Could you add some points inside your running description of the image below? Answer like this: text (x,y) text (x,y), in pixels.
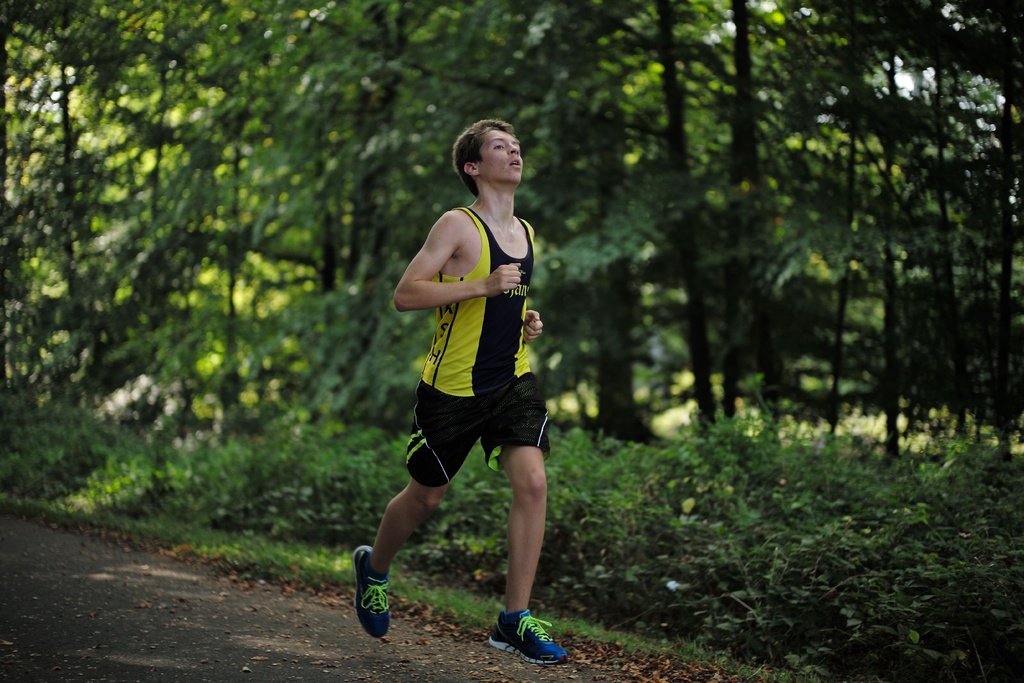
Here we can see a man (507,173) running on the road (269,651). Here we can see grass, plants (617,530), and trees (678,292).
